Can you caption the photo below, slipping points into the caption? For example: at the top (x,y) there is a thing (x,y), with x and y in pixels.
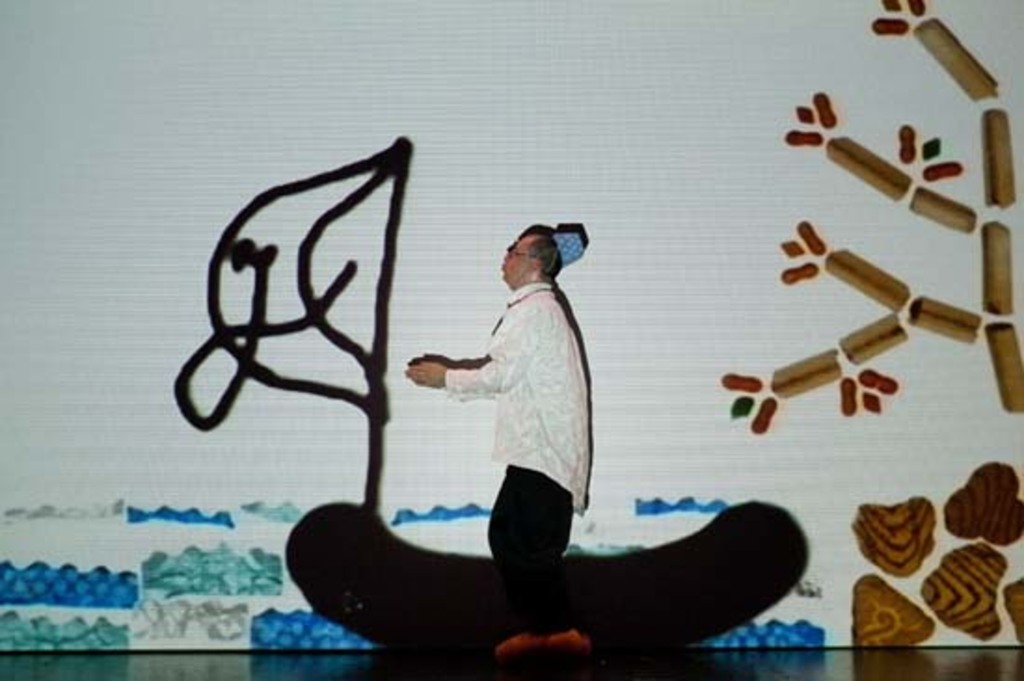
In this image we can see a person (524,375) is standing on the stage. There is a painting (301,244) on the whiteboard (155,449).
